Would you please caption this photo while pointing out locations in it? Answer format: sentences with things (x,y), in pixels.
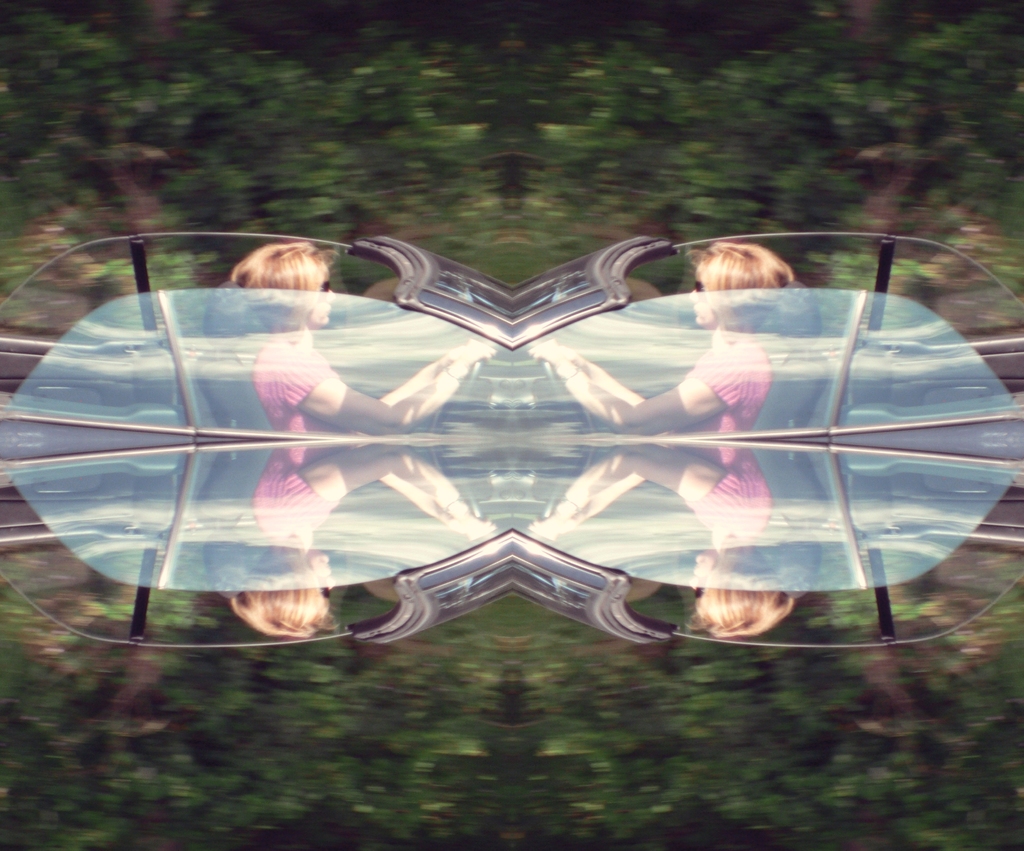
In this image we can see an edited image of a woman (608,395) looks like driving a car (612,280) and a blurry background (496,131).
